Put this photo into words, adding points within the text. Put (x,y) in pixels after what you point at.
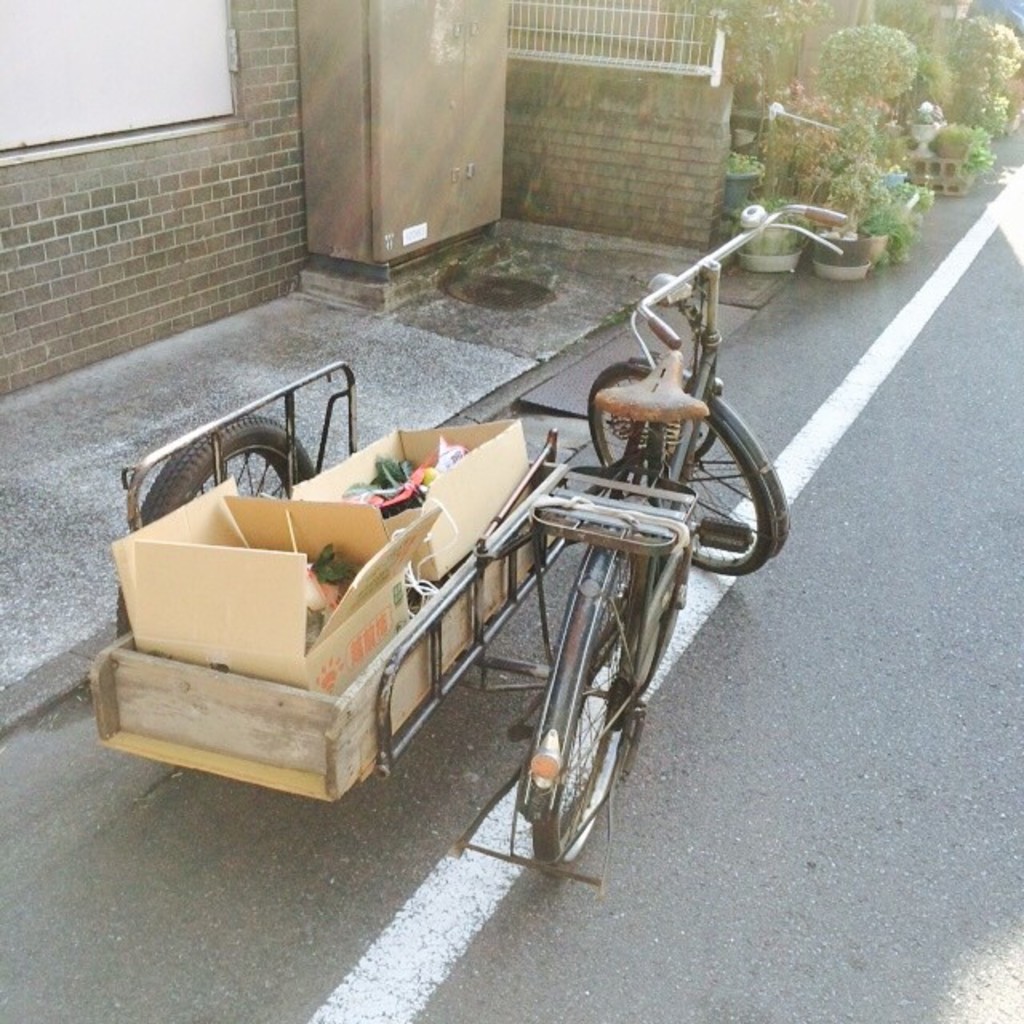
In this image we can see a bicycle sidecar (431,615) on the road (459,713) in which we can see cardboard boxes (309,534) are placed. In the background (268,0), we can see the brick wall (50,260), some box (378,185) and the flower pots (857,274).
